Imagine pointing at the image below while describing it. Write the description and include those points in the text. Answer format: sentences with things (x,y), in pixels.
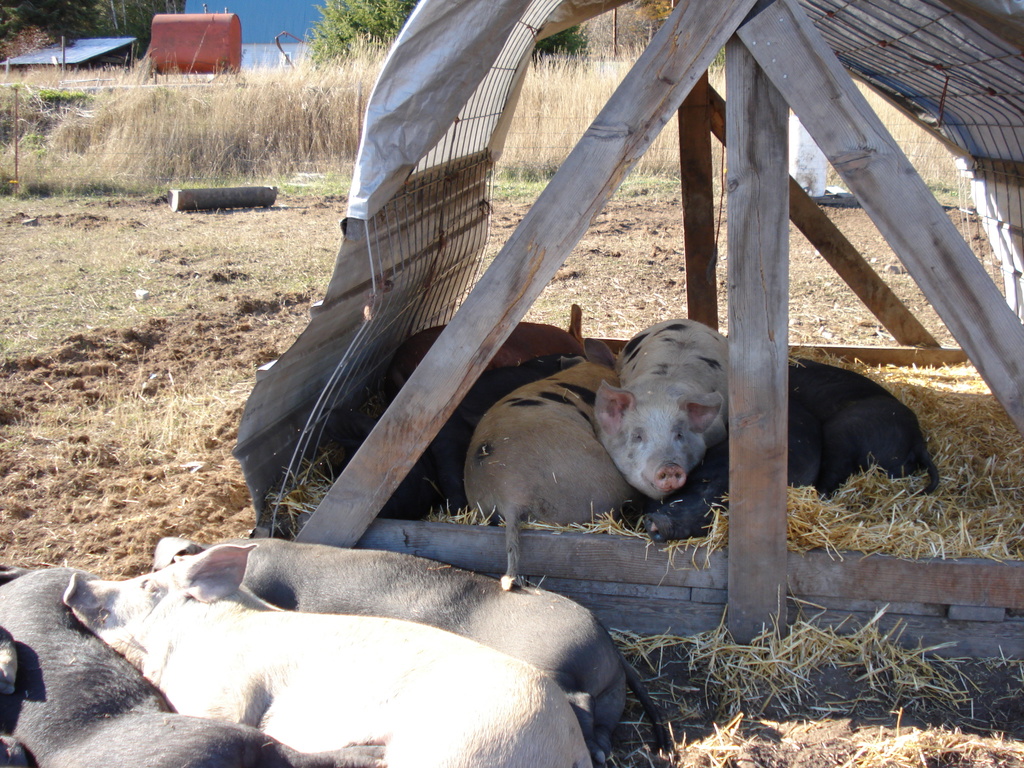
Here in this picture we can see number of pigs (723,412) laying on the ground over there and some of them are lying under a shed (342,252) present over there and we can see grass (171,106) present all over there on the ground (256,247) and we can see plants (330,20) and trees (318,12) also present over there.
